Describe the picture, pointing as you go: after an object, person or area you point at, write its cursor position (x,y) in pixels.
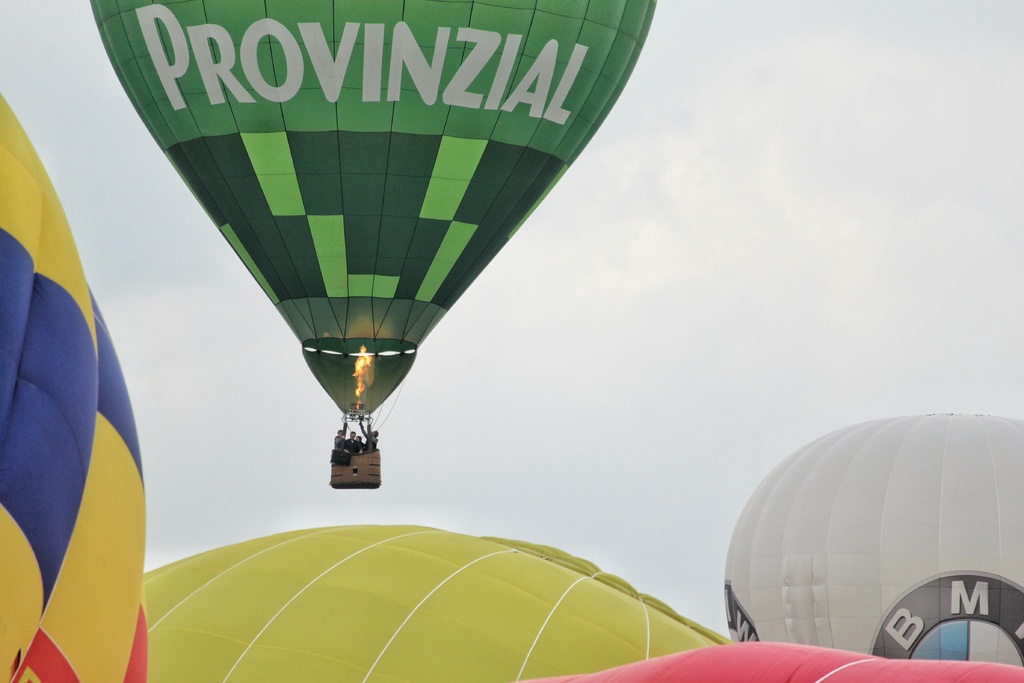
In this picture we can see hot air balloons (253,603), here we can see people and we can see sky (772,460) in the background (781,434).
